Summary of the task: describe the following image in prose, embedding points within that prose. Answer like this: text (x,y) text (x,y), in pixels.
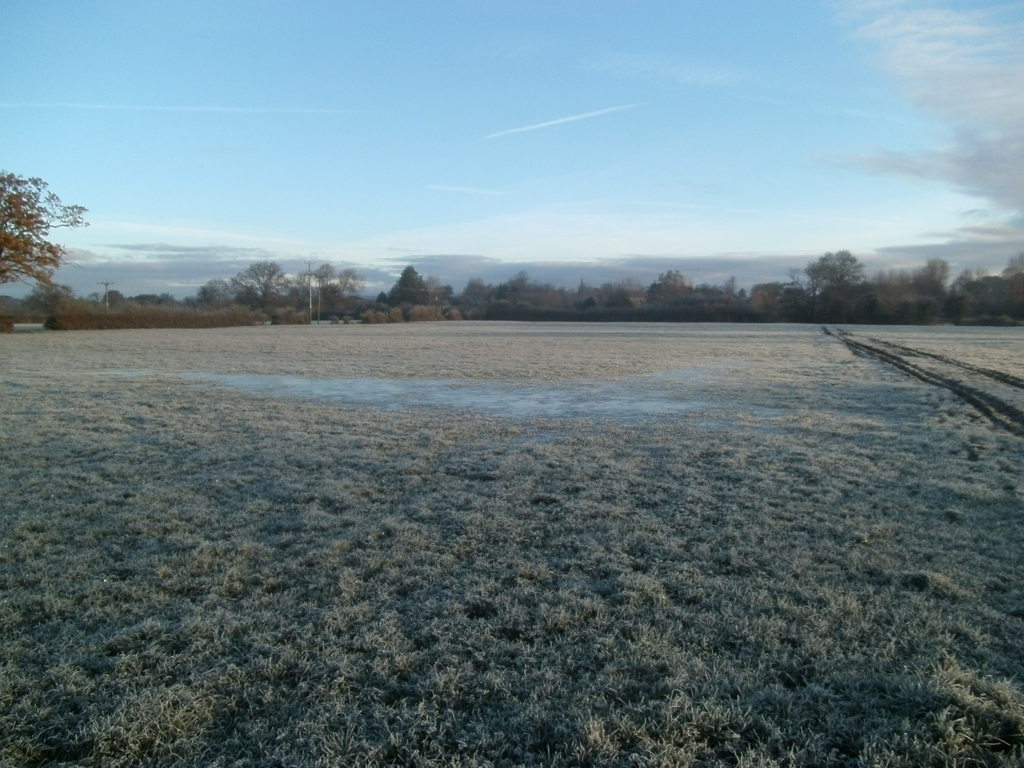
In the image we can see there is a ground (468,608) covered with dry grass (458,564) and behind there are lot of trees (994,310). There is a clear sky (475,175).
